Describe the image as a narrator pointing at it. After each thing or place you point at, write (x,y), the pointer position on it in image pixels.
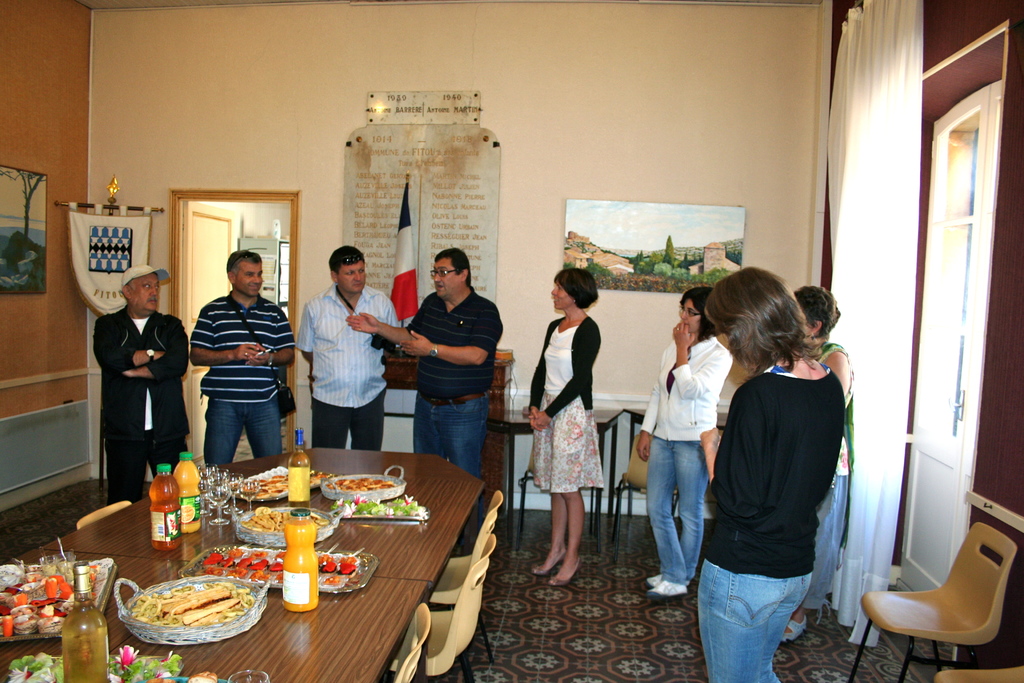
This picture shows a group of people (736,622) standing and we see a food items (59,678) and few bottles (70,664) on the table (50,653) and we see few chairs (406,655).
